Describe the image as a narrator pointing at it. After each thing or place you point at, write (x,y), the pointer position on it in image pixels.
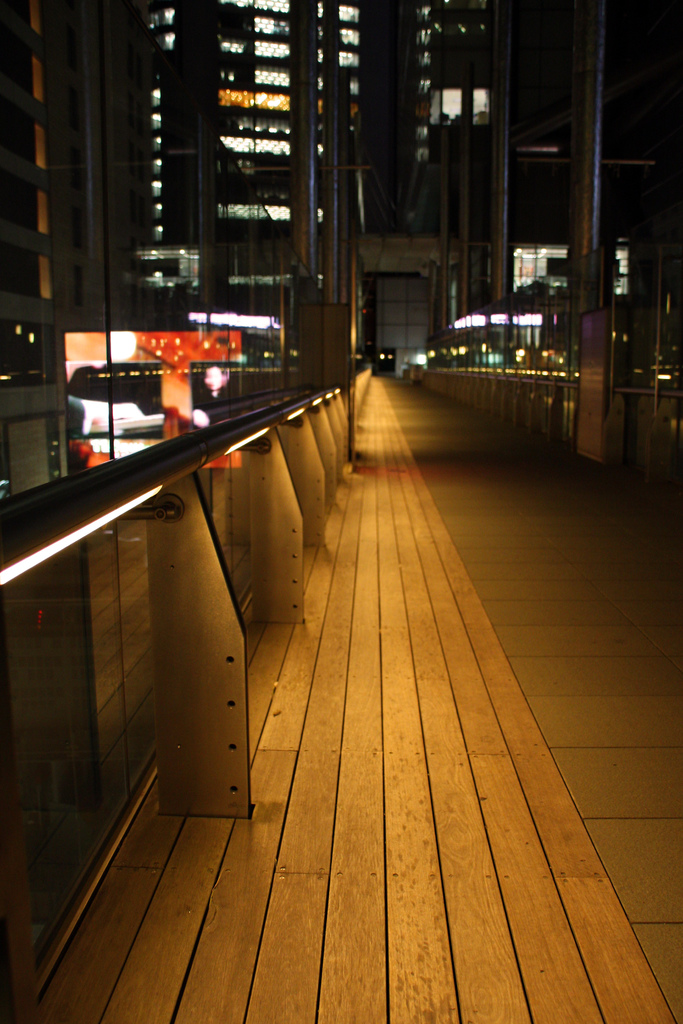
In this image we can see railings (635,405), poles (601,21), buildings (235,228) and lights (94,524).
